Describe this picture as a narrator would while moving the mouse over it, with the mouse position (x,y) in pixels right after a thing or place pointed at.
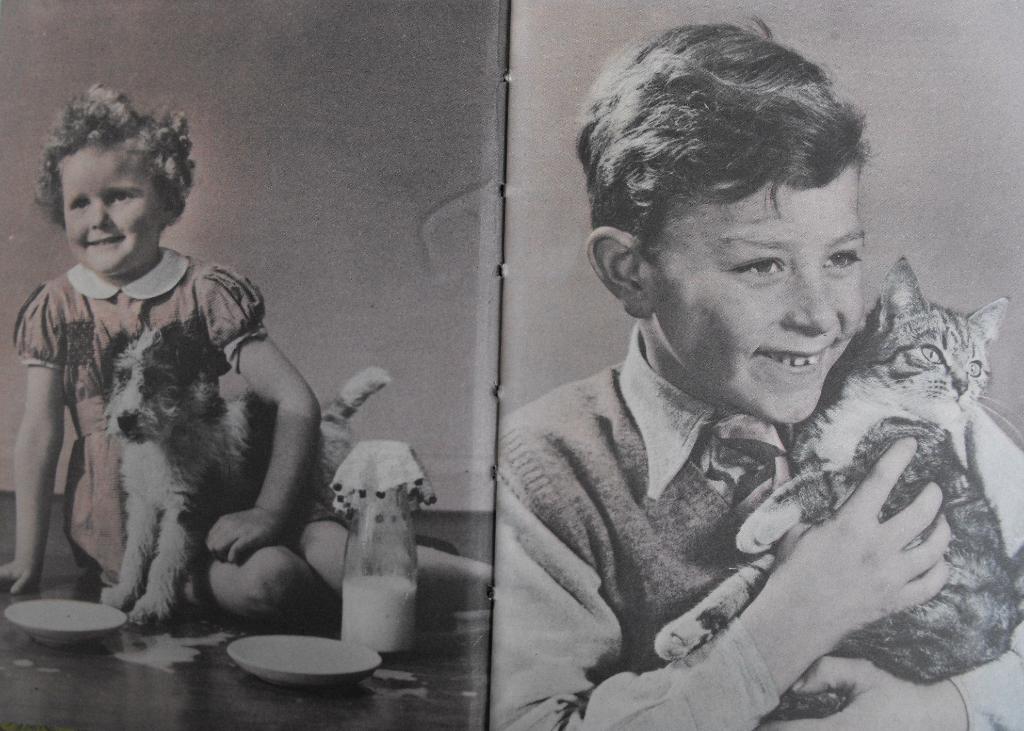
Bottom right side of the image (931,613) a boy (564,683) is holding a cat (1005,629) and smiling. Bottom left side of the image (271,582) a girl (135,129) is sitting on the floor (147,721) and holding a dog (177,405), Beside her there is a bottle (386,581) and there are two saucers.
